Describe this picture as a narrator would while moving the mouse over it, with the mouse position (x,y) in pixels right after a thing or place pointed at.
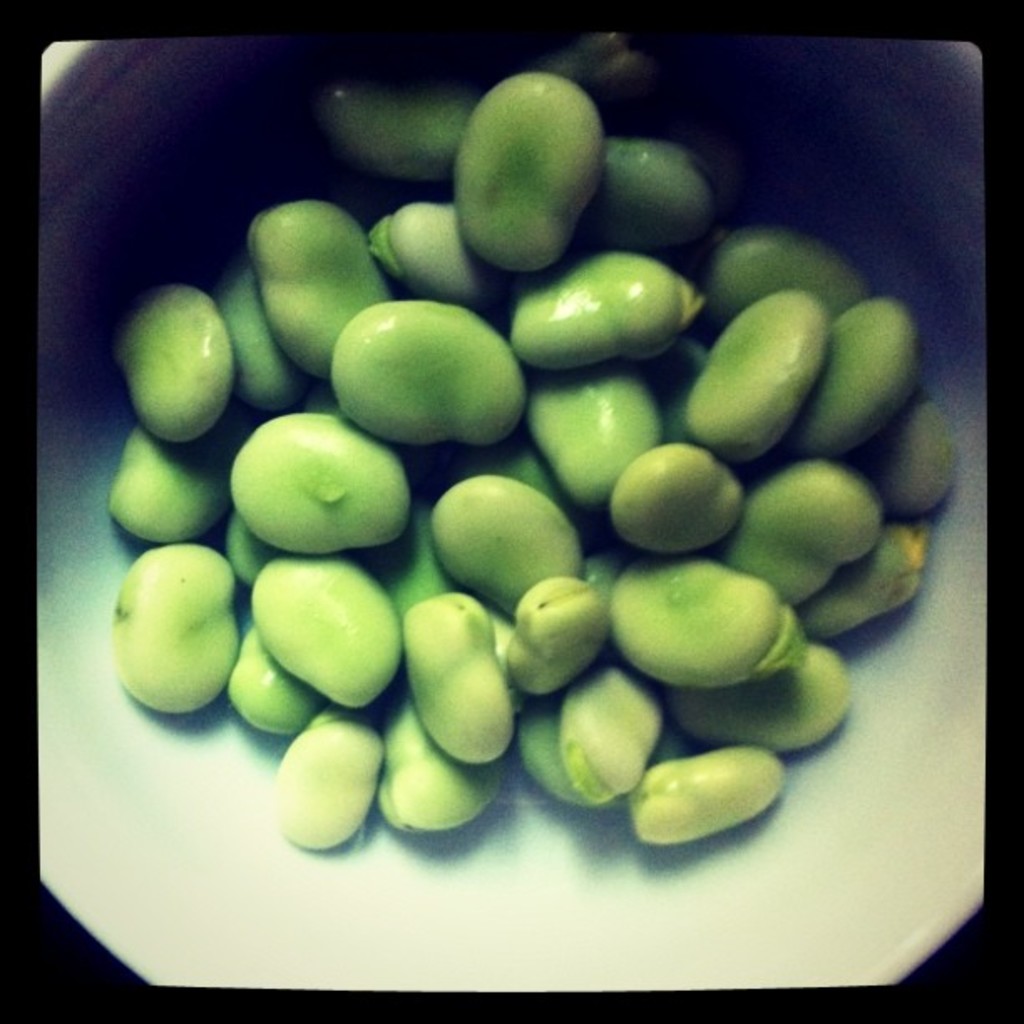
In the image we can see there are seeds (571,458) kept in the bowl (947,632).
